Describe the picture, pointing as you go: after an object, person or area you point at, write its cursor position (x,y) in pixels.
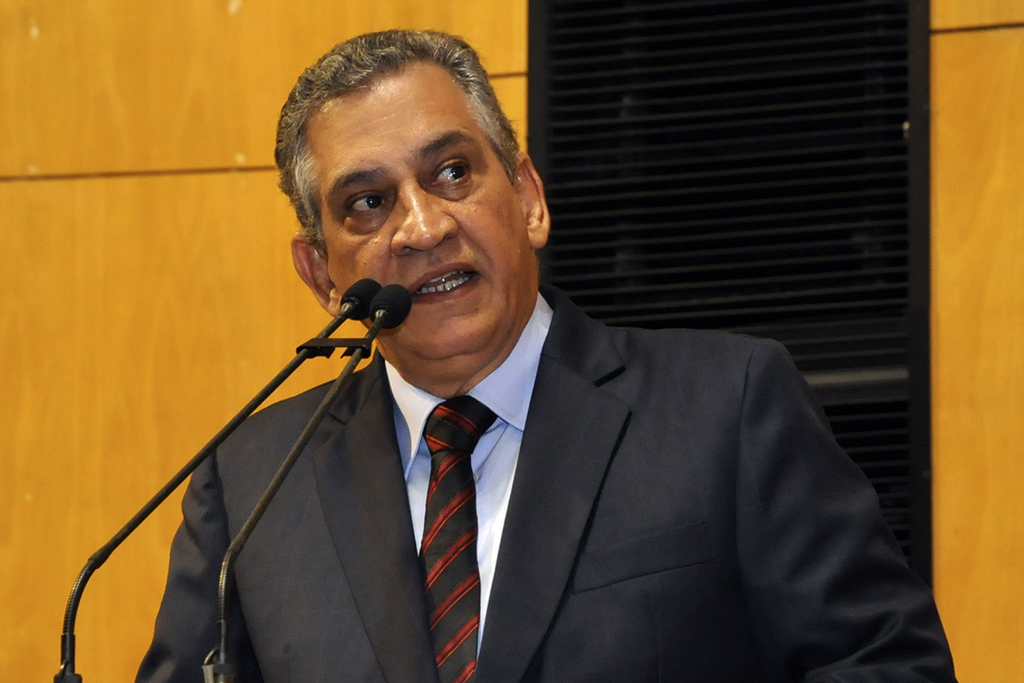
In this image, we can see a person (321,593) and some microphones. We can see the wall (127,581) and a black colored object (710,136).
